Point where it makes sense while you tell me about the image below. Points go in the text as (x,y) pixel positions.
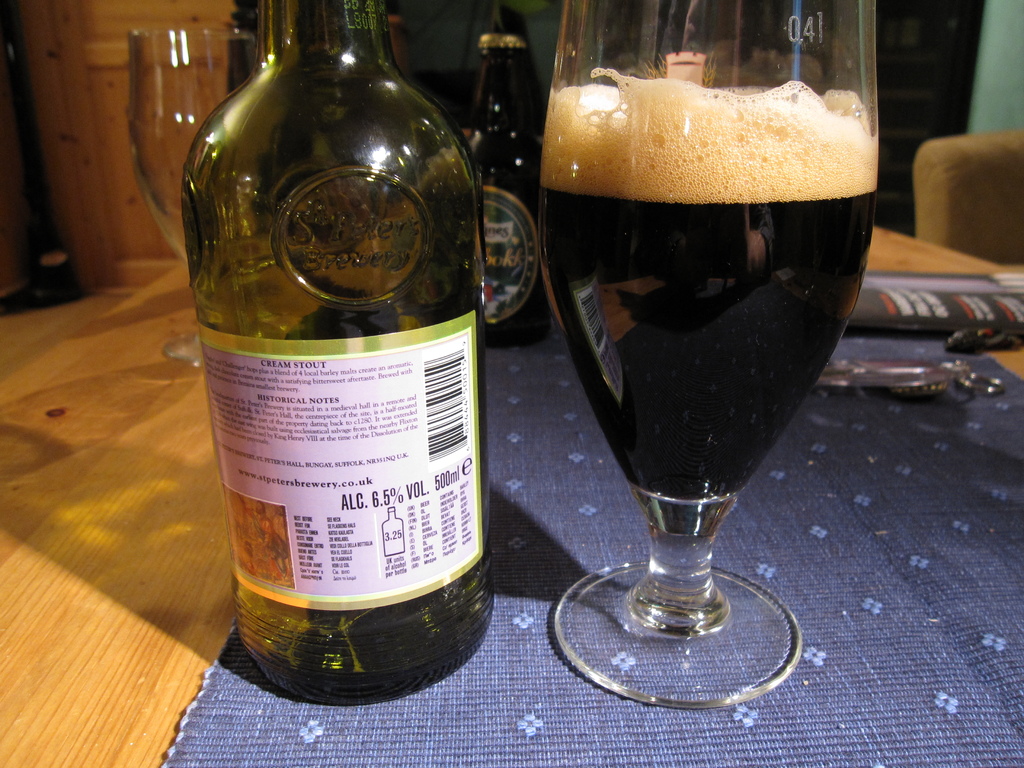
In the picture we can see a wooden table (151,615) and a blue color cloth (383,766) on it, on the cloth (888,681) we can see a glass of beer (685,406) and a beer bottle (374,429) which is green in color and in the background (504,91) we can also see one more bottle (494,264) which is black and a wooden wall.
